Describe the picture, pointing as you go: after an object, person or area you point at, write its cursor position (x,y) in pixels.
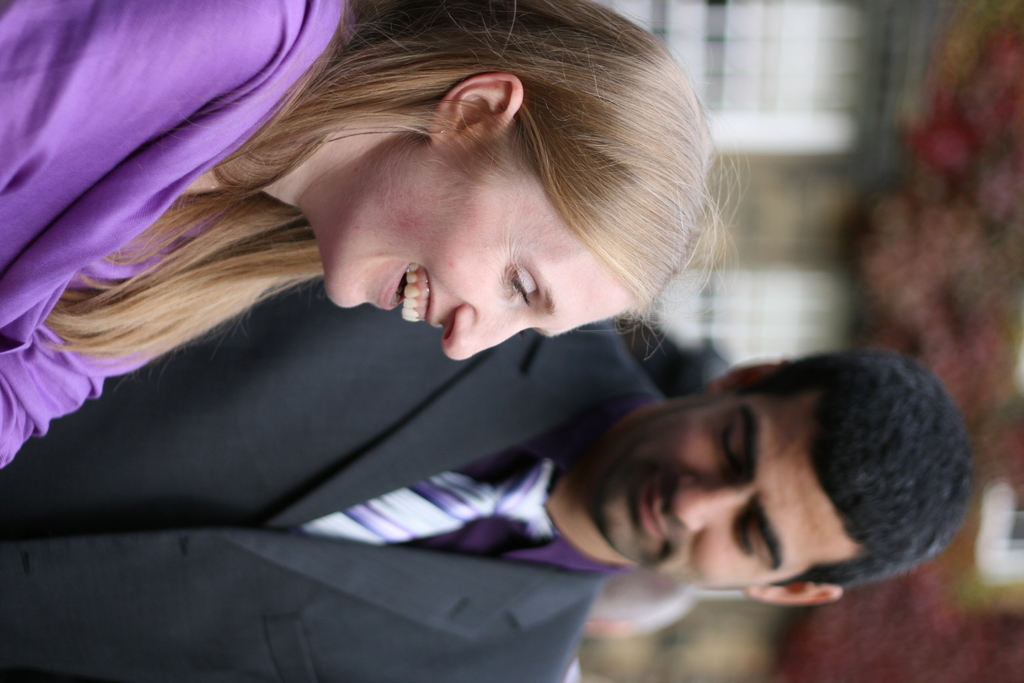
This image is taken outdoors. On the right side of the image (905,219) there is a building (848,169) and there are a few trees (870,621). On the left side of the image (193,357) there is a man (417,400) and there is a woman (313,231) and they are with smiling faces (504,330).
